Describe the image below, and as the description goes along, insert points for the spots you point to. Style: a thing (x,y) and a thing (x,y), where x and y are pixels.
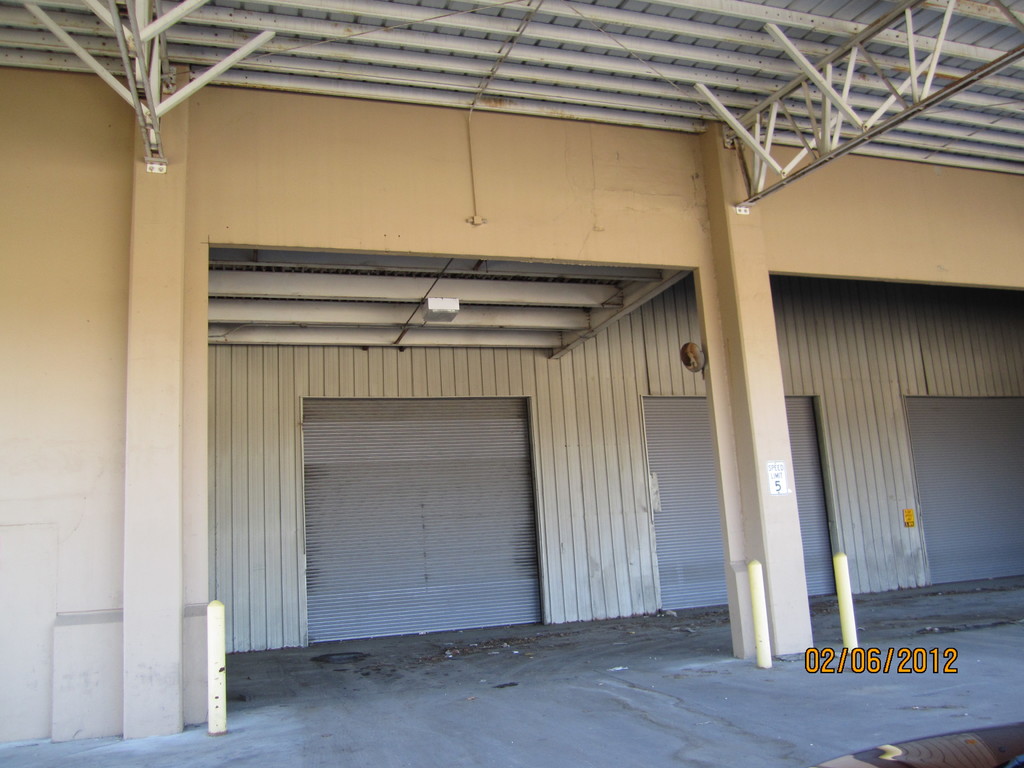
We can see pillars (164,596) and wall (635,359). Top we can see rods (632,99). Bottom right side of the image (878,661) we can see date (863,655).
